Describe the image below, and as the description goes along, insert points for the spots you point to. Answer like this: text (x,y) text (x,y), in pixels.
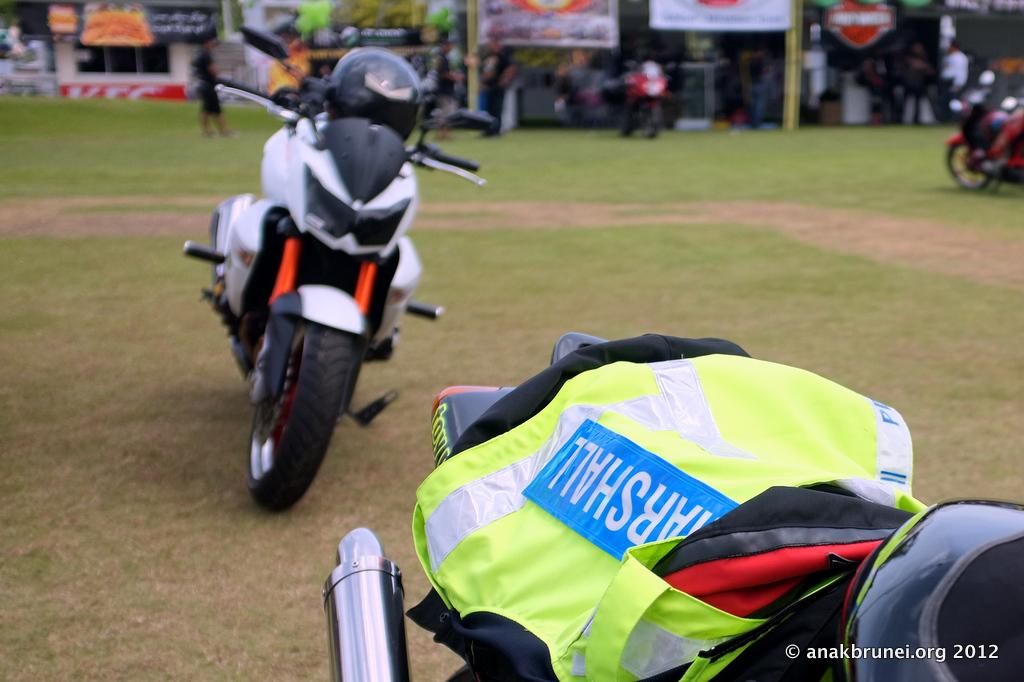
There are some bikes (367,269) present on a grassy land (420,243) at the bottom of this image (494,565), and there are some persons (197,72) standing in the background (867,78). It seems like there are some buildings (763,35) in the background (199,39).
